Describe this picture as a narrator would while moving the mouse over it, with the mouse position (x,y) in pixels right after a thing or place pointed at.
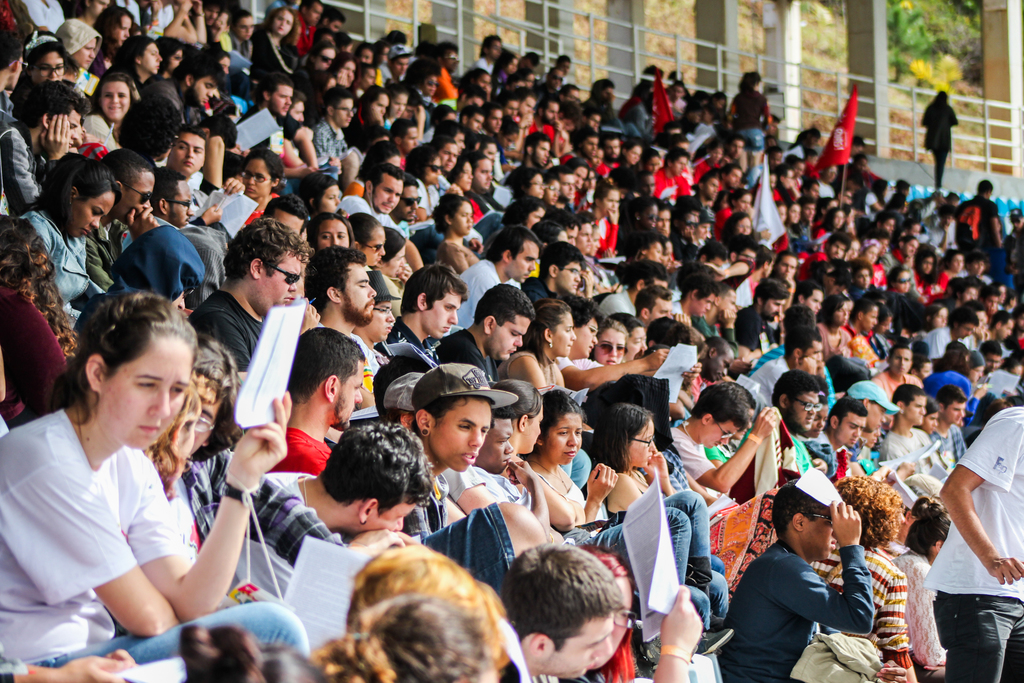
In this image we can see some group of persons (436,369) sitting in a row on surface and in the background of the image (802,83) there some trees (961,9) and there is fencing (820,107).
